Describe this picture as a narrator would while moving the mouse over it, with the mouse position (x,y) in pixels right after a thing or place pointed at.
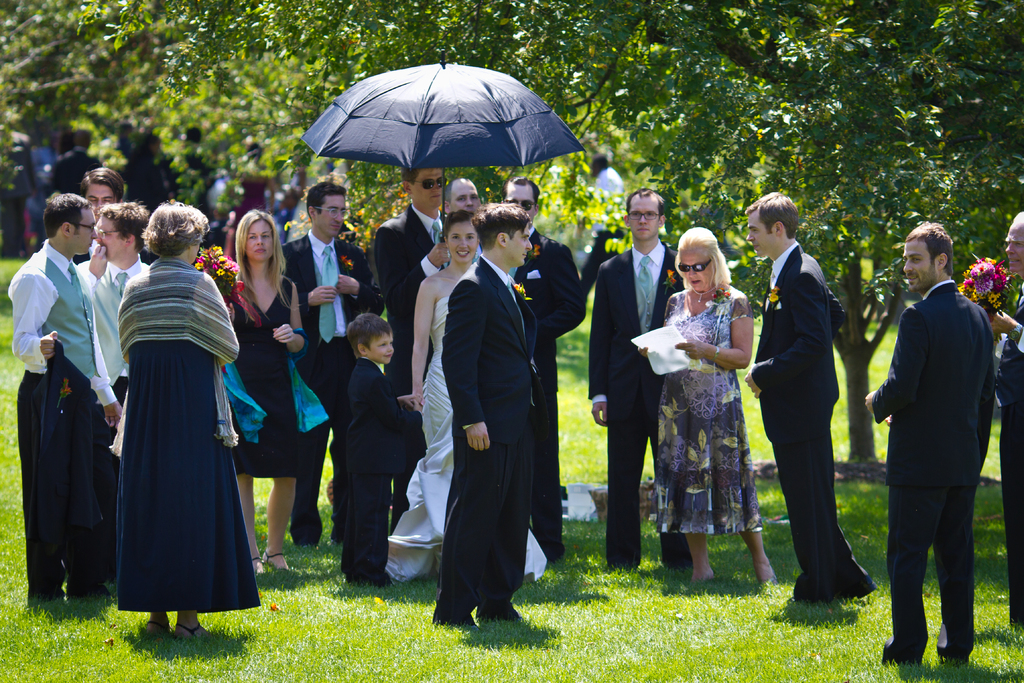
In the foreground of this image (417,409), there are persons (691,468) standing on the grass (650,620) and mostly are in black dress (485,492). In the background (279,140), we can see persons (261,150), trees (376,50) and the grass (634,625).
